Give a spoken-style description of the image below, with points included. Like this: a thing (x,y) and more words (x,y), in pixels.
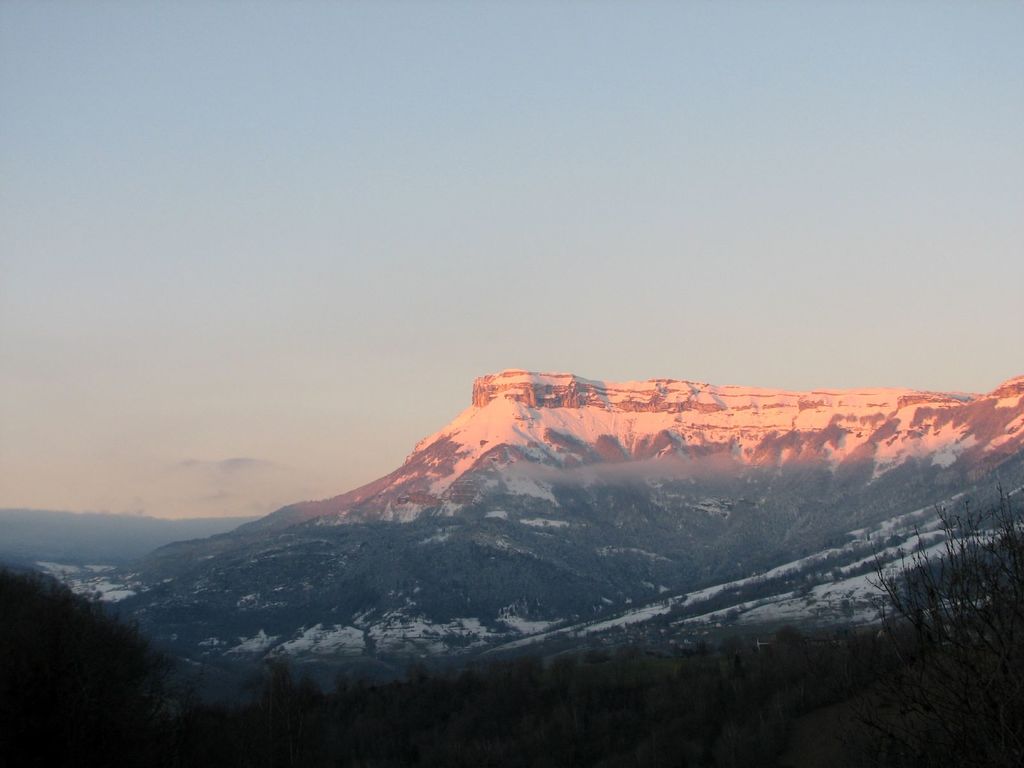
In this image, we can see some hills (617,450) with snow (624,442). We can see some trees (745,501) and plants (571,687). We can also see the sky (222,409).
